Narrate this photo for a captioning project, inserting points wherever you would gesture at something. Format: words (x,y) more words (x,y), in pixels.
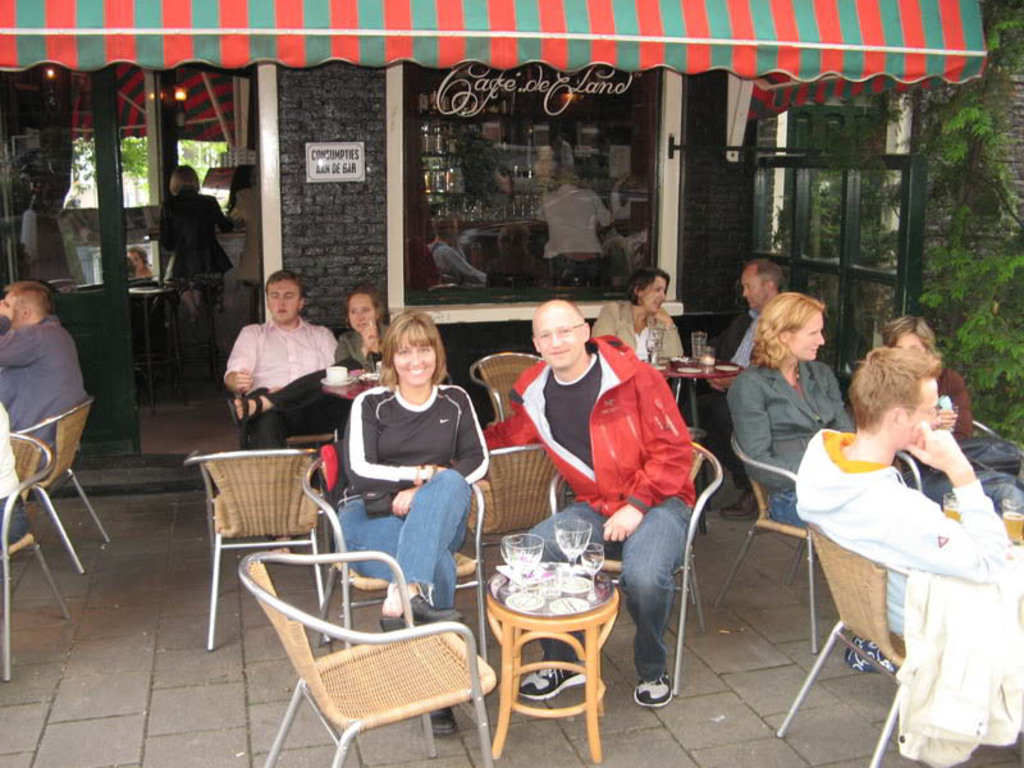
This picture is clicked outside the room (817,274). Here we see many people (316,424) sitting on chair (870,601) around the table (573,596). The table (502,582) in front of this picture is having glass (520,557) and plates (574,588) on it. The man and the woman (447,427) in the middle of the picture (504,447) are smiling. Behind them, we see a black brick wall (336,239). Beside that, we see a window (512,174) on which text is written on it. Beside that, we find trees (935,197) and on the left corner of this picture (94,295), we find a door (114,312) which is green in color and woman (162,236) inside the room (221,182). On the top of this picture (956,61), we find a tent (438,33) which is green and red color.
